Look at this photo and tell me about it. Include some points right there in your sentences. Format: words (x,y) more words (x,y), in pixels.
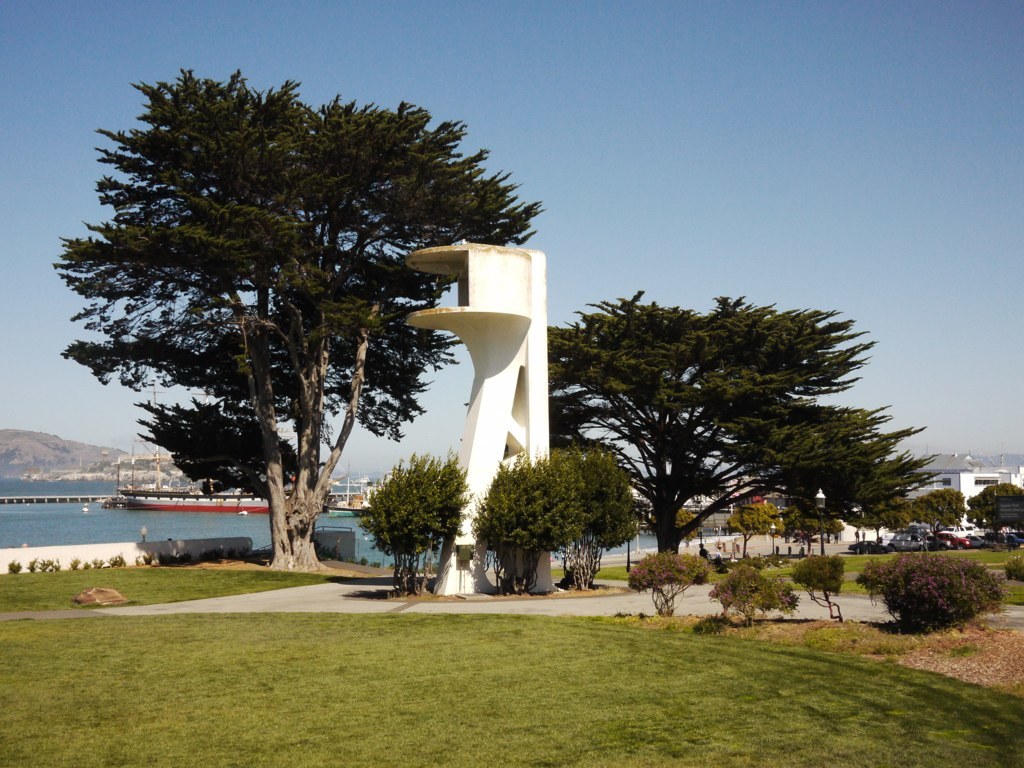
In the foreground (580,592), I can see grass (632,674), plants (529,499), trees (523,581), buildings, fence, light poles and a group of people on the road (364,578). In the background (200,503), I can see boats (368,483) in the water (260,516), mountains (18,438) and the sky (587,294). This image taken, maybe during a day.
